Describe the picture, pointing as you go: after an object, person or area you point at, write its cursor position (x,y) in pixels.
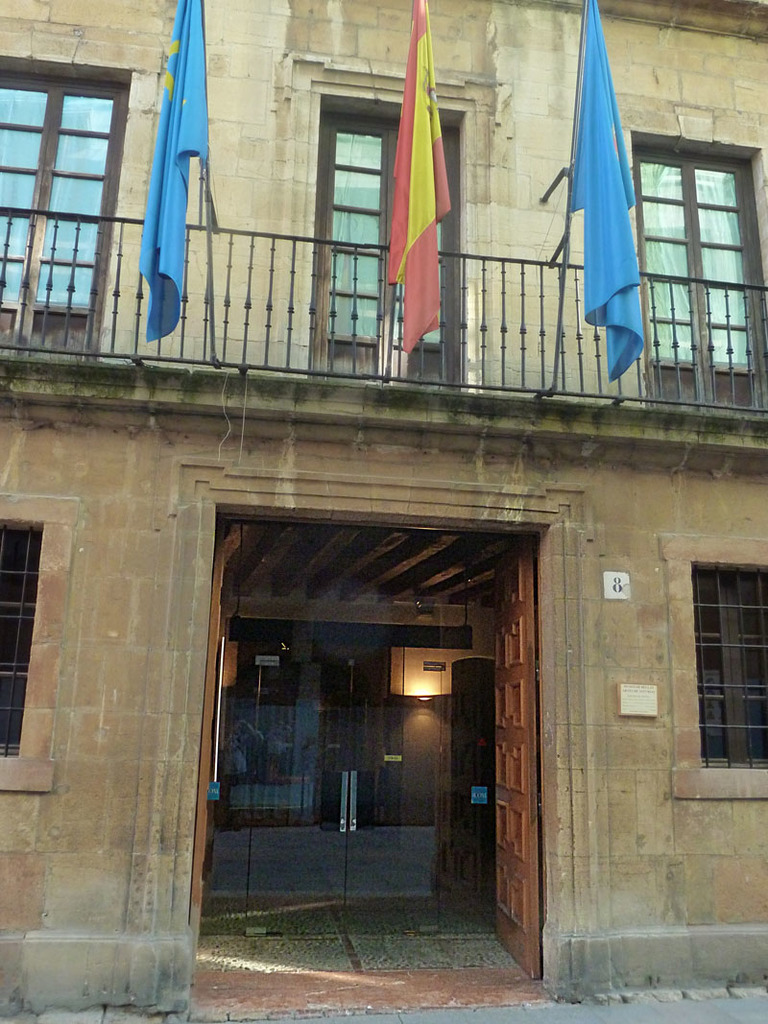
In this picture we can see a building (372,616), door (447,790), glass door (356,790), light (418,698), roof (424,576), windows (56,138), doors (10,93), flags (431,148), poles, balcony (377,309), grilles (349,342), plaques (649,692) on the wall (578,482). At the bottom of the image (388,965) we can see the floor (459,986).
